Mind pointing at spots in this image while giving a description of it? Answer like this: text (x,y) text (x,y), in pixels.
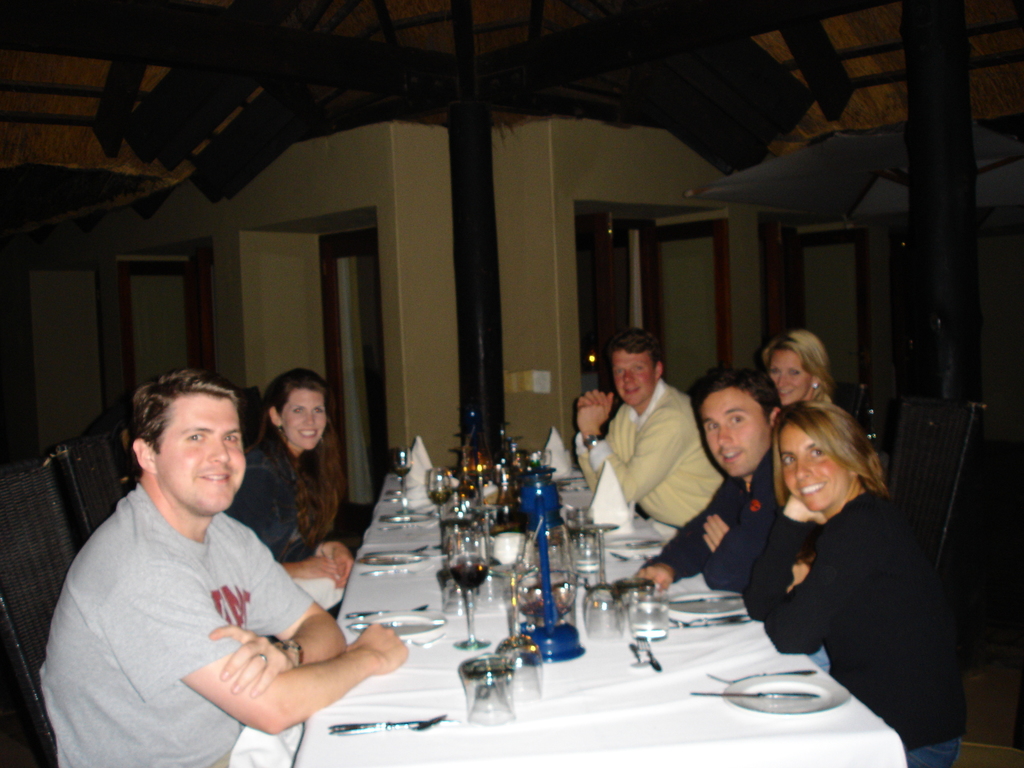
This image is taken in a room (156,722). Left side (116,721) a person (263,573) sitting beside to him there is a woman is sitting on the chair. At the right side (901,514) there are four persons (781,371). In middle (587,484) there is a table (606,700) having glasses (589,587), lantern (534,624), plates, forks (389,726) napkins (609,521) on the table (417,683). At the background (716,357) there are doors (688,266) open.
